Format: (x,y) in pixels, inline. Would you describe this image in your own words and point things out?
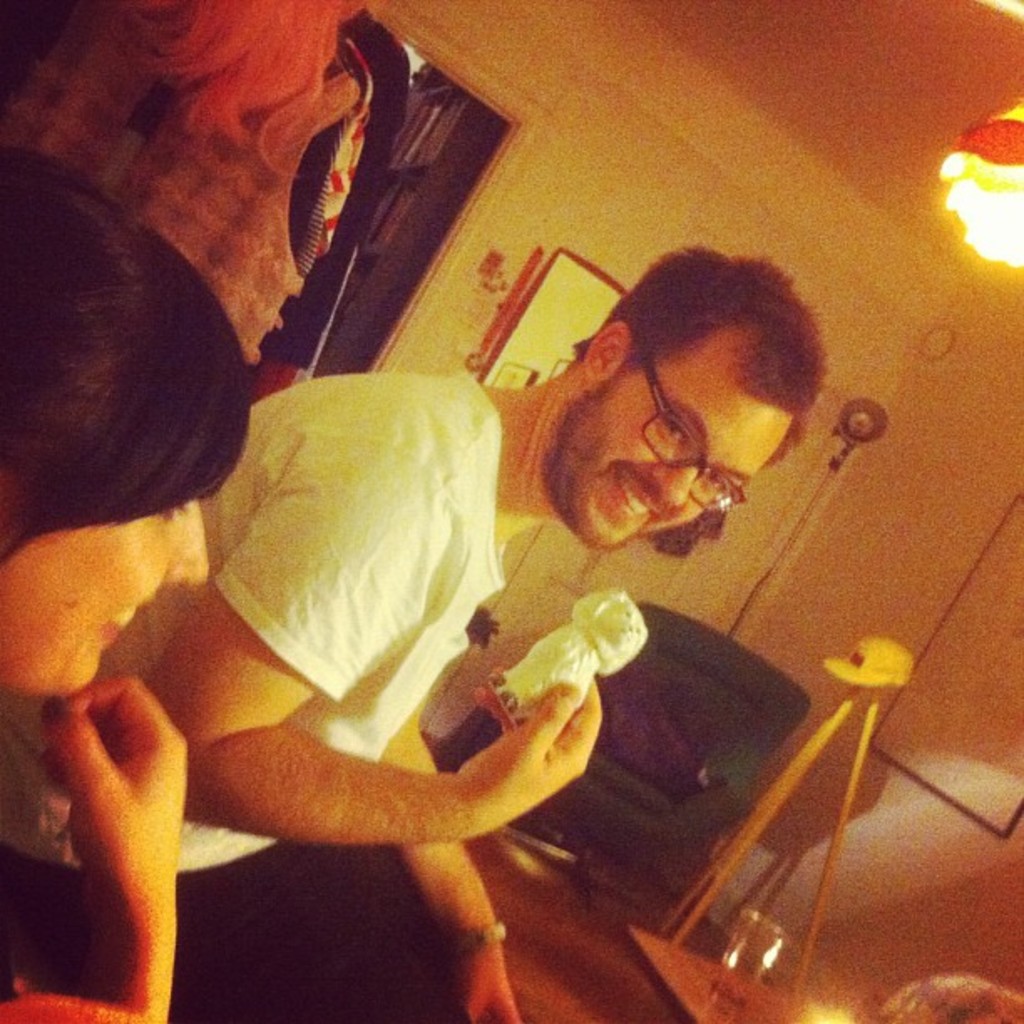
In this image there are two persons (336,538) with a smile on their face (588,526), one of them is holding an object (513,679) in his hand (553,752), in front of them there is a stand (853,780), glass (763,955), couch (716,796) and few objects (612,295) are hanging on the wall (580,248), behind them there is another person (135,88). At the top of the image (913,21) there is a ceiling (926,18) with light (976,190).
